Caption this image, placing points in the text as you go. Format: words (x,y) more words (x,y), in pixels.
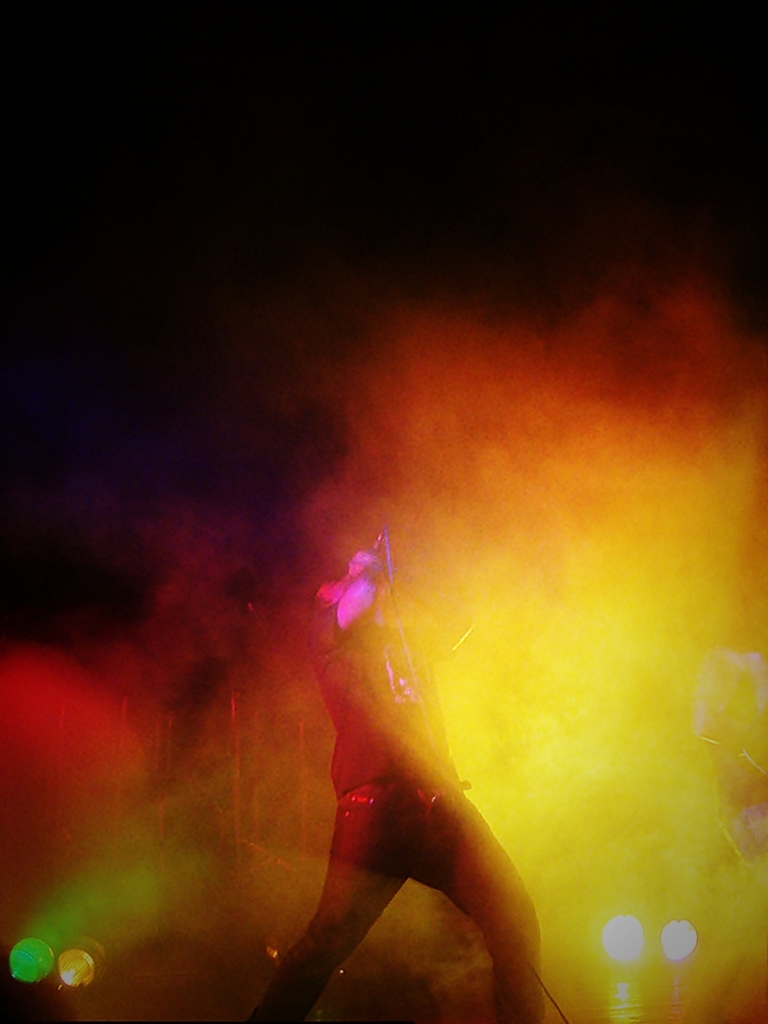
In this picture there is a person (388,843) standing and holding the microphone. There is a smoke (611,426) in the air (218,874). At the bottom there are lights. At the back (272,147) there is a black background (281,144).
